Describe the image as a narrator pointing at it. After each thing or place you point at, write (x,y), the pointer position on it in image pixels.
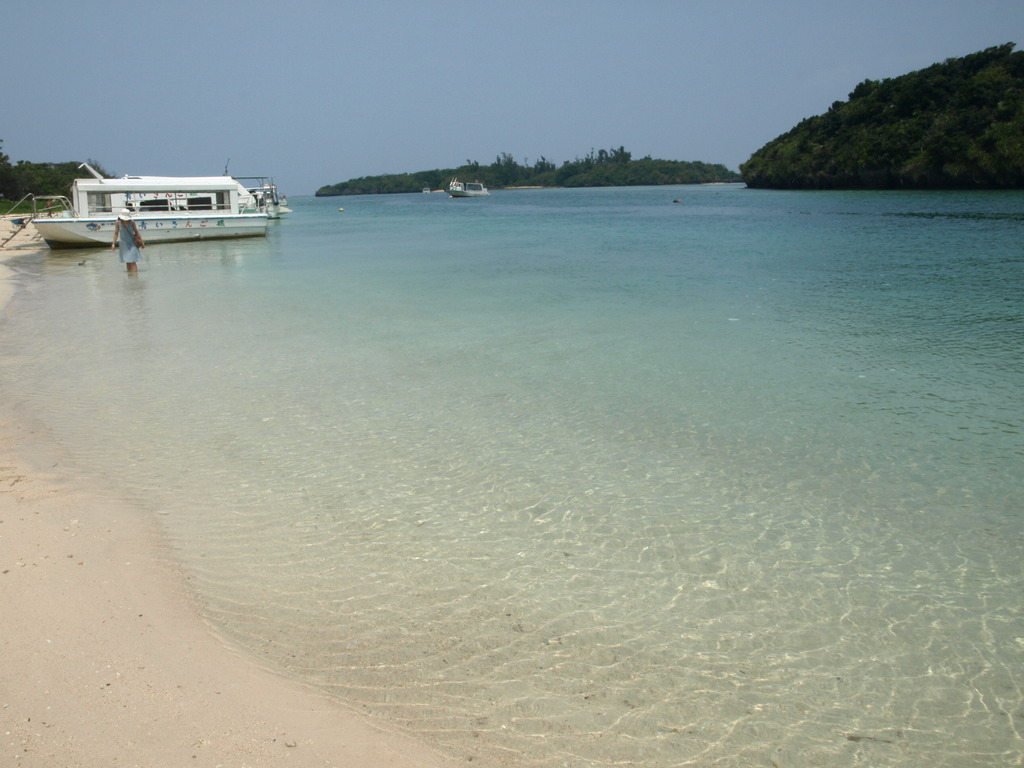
In this image there is a boat (220,217) in the water (659,344). In the middle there is an island (527,171). On the left side (53,543) there is sand (90,626). At the top (430,90) there is the sky (430,100). On the right side (868,138) top there is another island (909,112) in which there are trees (970,103).
